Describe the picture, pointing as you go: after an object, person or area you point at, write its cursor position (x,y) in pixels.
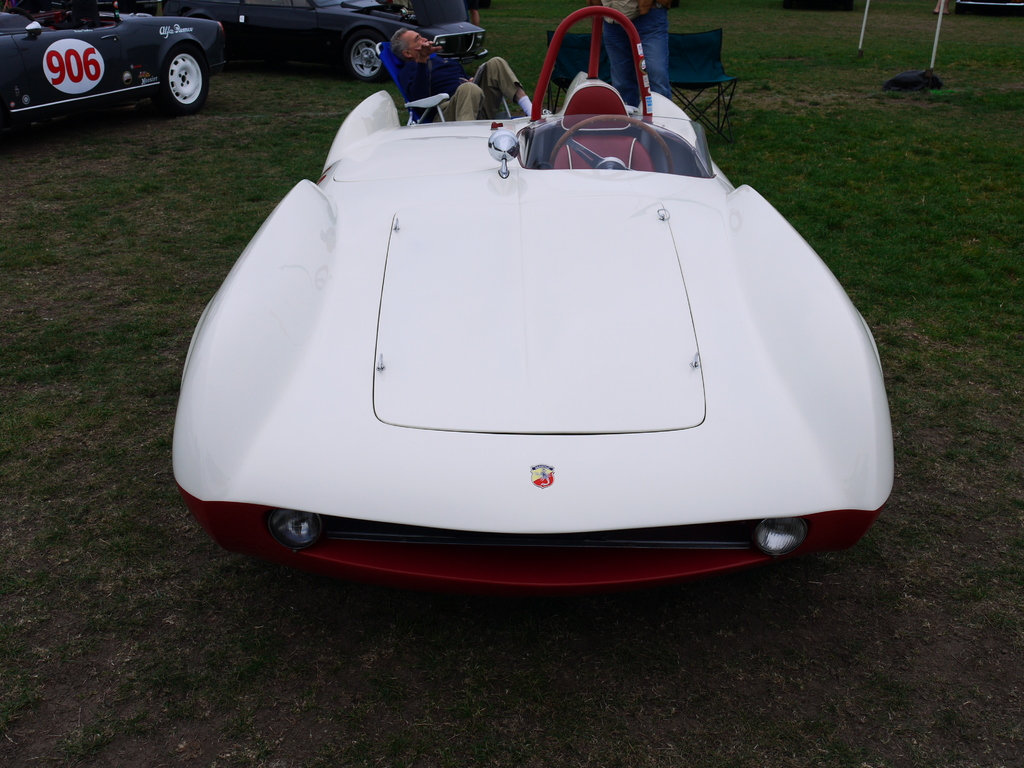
In this image, we can see three vehicles (351,59) are on the grass (600,643). Top of the image (398,53), we can see two people (495,68). Here a person (468,115) is sitting on the chair (417,108). Here we can see chairs (572,66), poles (862,40).
